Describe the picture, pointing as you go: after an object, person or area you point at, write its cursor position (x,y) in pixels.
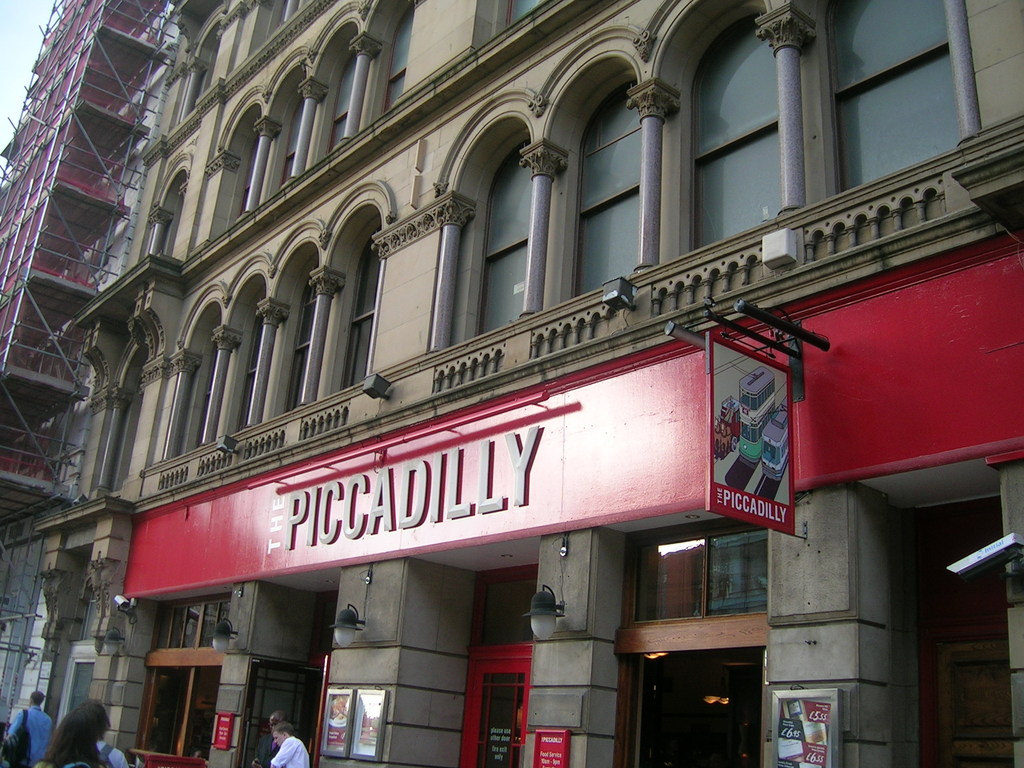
At the bottom (266,746) on the left side (69,734) we can see few persons (48,756) and among them few are carrying bags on the shoulders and we can see buildings (311,725), poles (112,96), name boards (190,760), frames (324,725), lights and security camera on the wall (800,670), glass doors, other objects (111,110) and sky (37,39).
